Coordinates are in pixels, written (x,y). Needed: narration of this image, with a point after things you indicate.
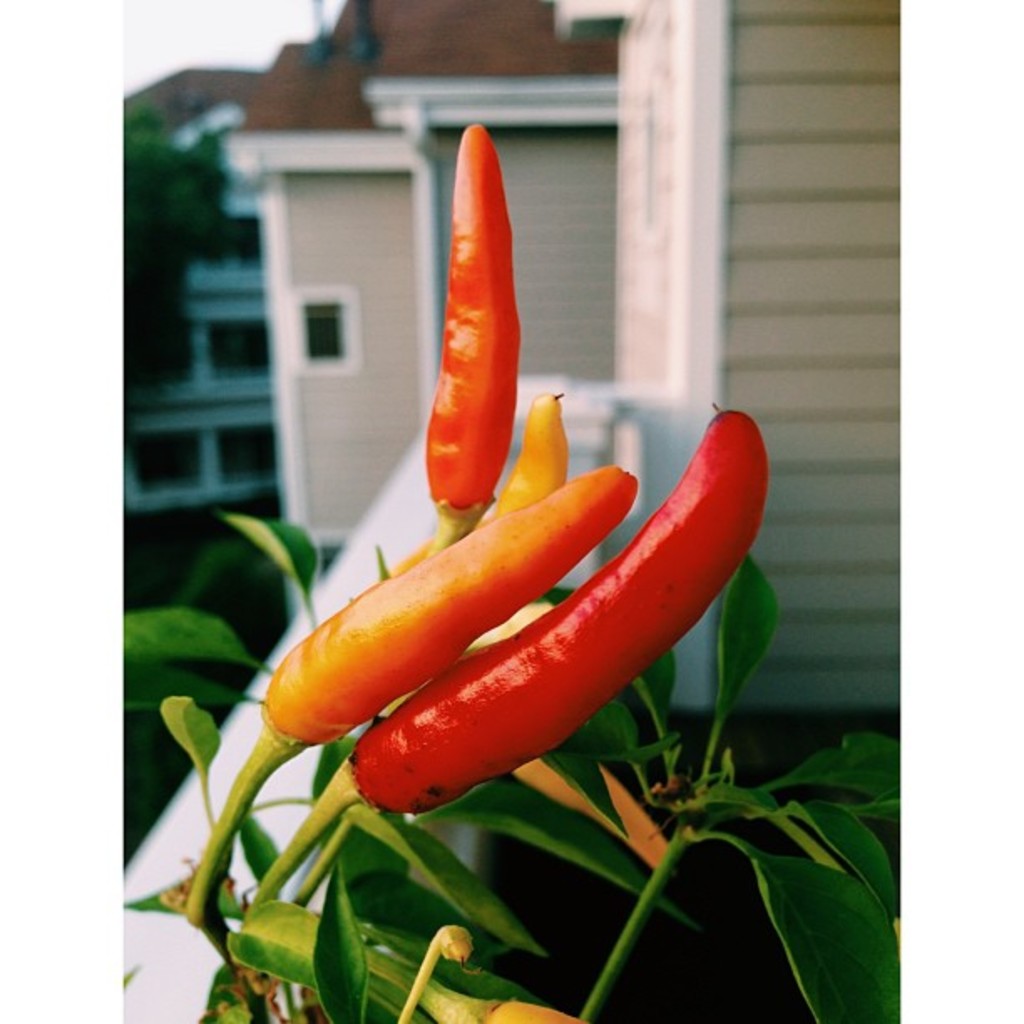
This image consists of a red chilies plant (827,872) along with leaves (398,869). And we can see the buildings (377,430) in this image.
